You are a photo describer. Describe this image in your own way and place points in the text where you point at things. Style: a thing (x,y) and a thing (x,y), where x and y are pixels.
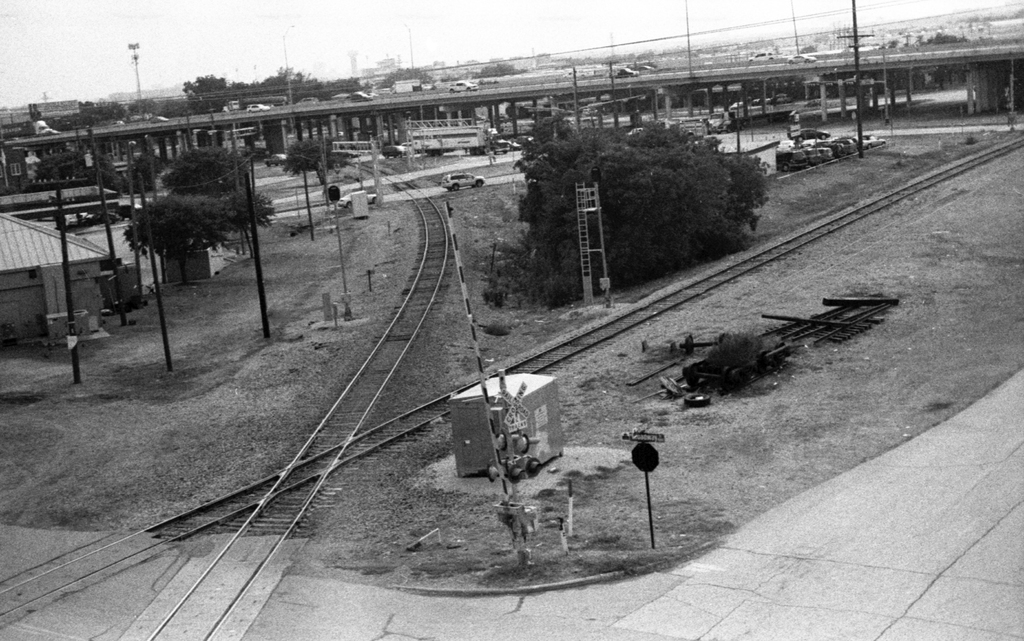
This picture consist of railway track (800,240) and poles (885,76), trees (264,216), and cable wire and bridge (979,67) visible in the middle (660,300), at the top (147,73) I can see the sky (133,80) and some vehicles (801,133) visible in the middle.
